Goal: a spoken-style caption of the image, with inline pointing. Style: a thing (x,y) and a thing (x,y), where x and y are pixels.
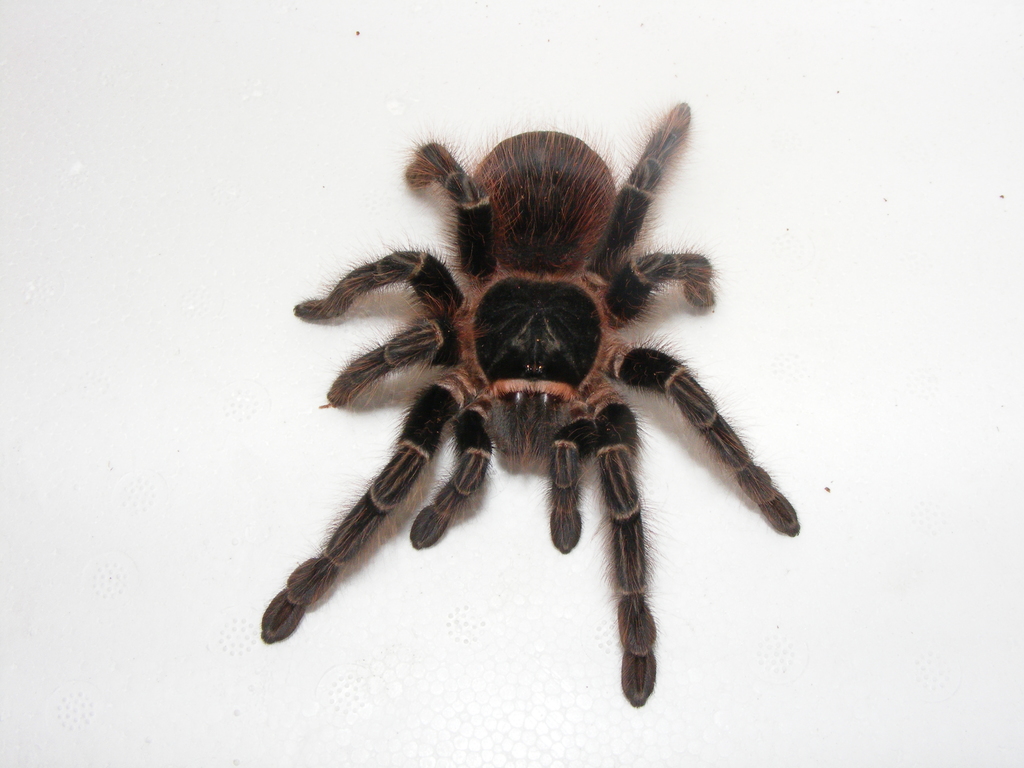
In this image I can see a white colour thing (306,467) and on it I can see a black and brown colour spider (589,330).
